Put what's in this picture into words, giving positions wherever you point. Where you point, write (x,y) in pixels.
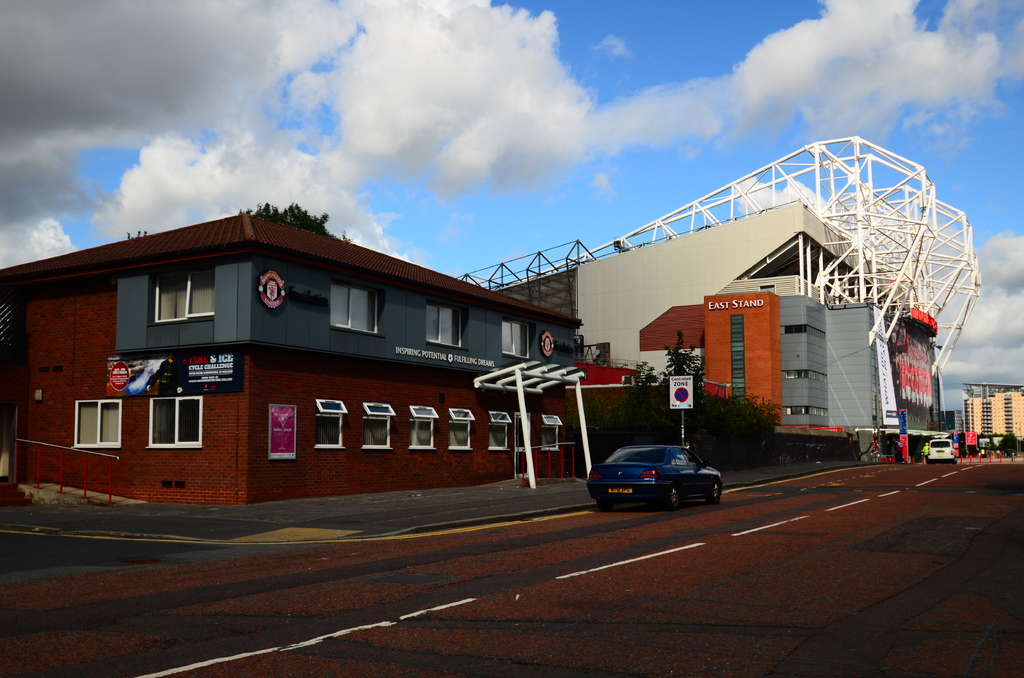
There are cars (944,447) on the road (645,556). Here we can see buildings (447,377), boards (157,365), and windows (381,439). In the background (586,167) there is a sky (576,151) with clouds (988,262).
